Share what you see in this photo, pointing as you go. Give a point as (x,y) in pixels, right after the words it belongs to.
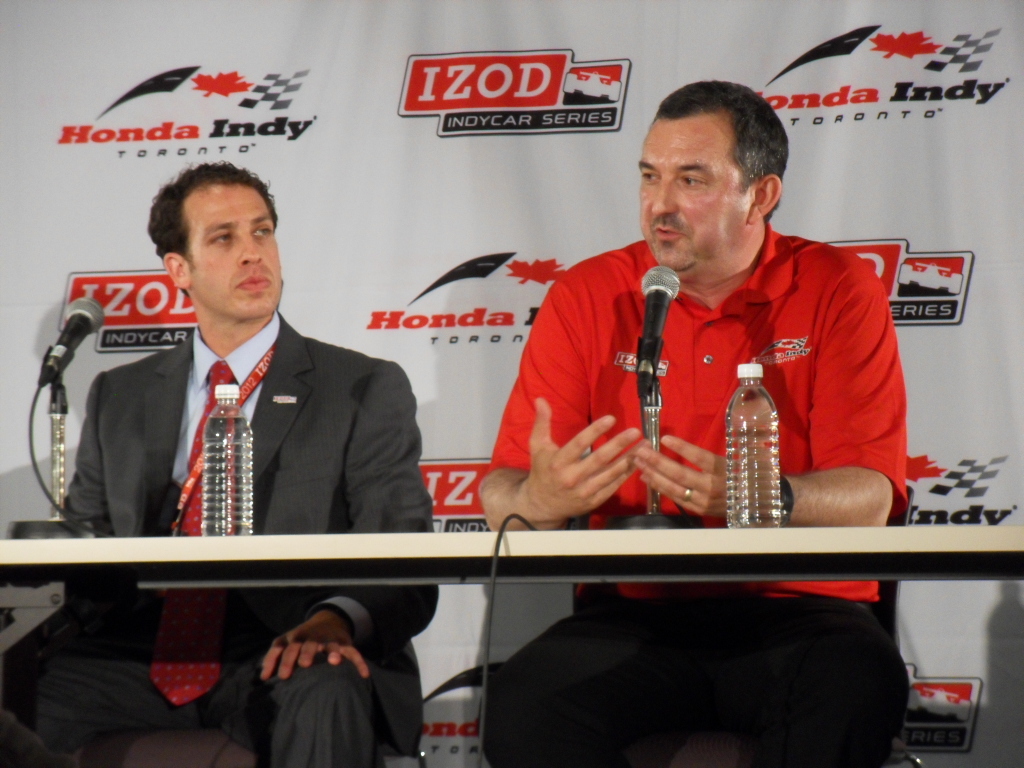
In the picture there are two men (322,387) sitting on the chairs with the table (436,537) in front of them, on the table (5,603) there are microphones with the stands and there are water bottles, behind them there is a banner (135,296) with the text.
